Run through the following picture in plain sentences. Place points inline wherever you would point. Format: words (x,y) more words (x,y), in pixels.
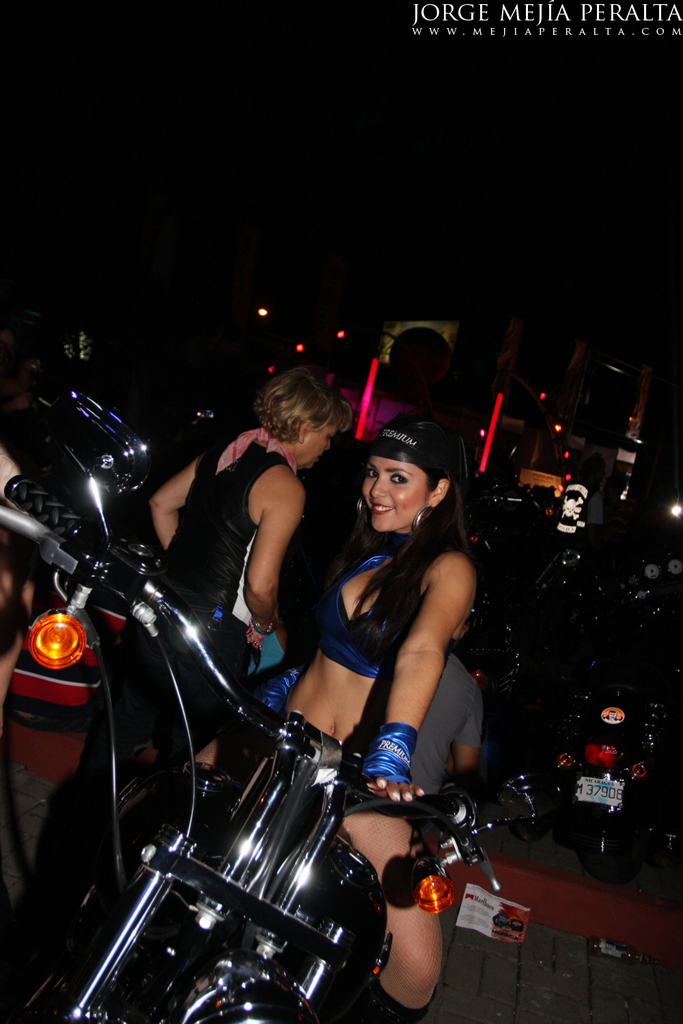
In this image, There is a bike (284,952) which is in black color and there is a woman (368,849) sitting on the bike (343,786), In the background (228,718) there are some people (192,577) standing and there are some bikes (509,683) in the background (624,601).
